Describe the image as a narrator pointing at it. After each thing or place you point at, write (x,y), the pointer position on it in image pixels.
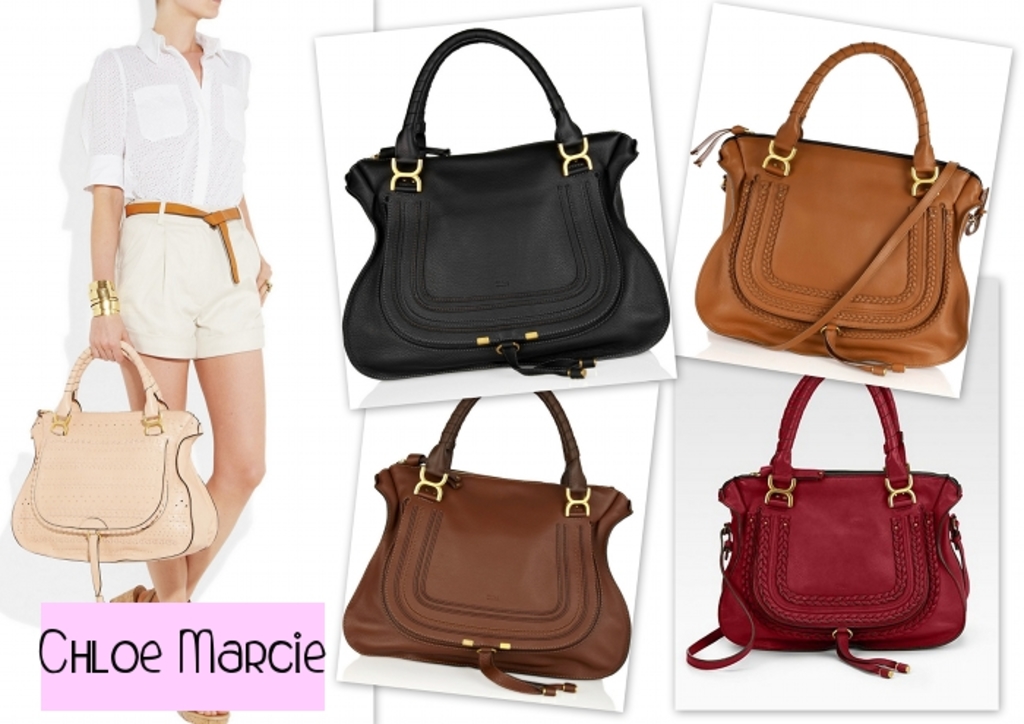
There is a woman (222,302) holding a handbag (122,452) in her hands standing on the left side of the image (146,396). There are four bags (464,201) on the right side of the image (815,609) in which there is black color bag (531,244), brown color bag (786,277), chocolate color bag (470,611) and maroon color bag (817,594).
